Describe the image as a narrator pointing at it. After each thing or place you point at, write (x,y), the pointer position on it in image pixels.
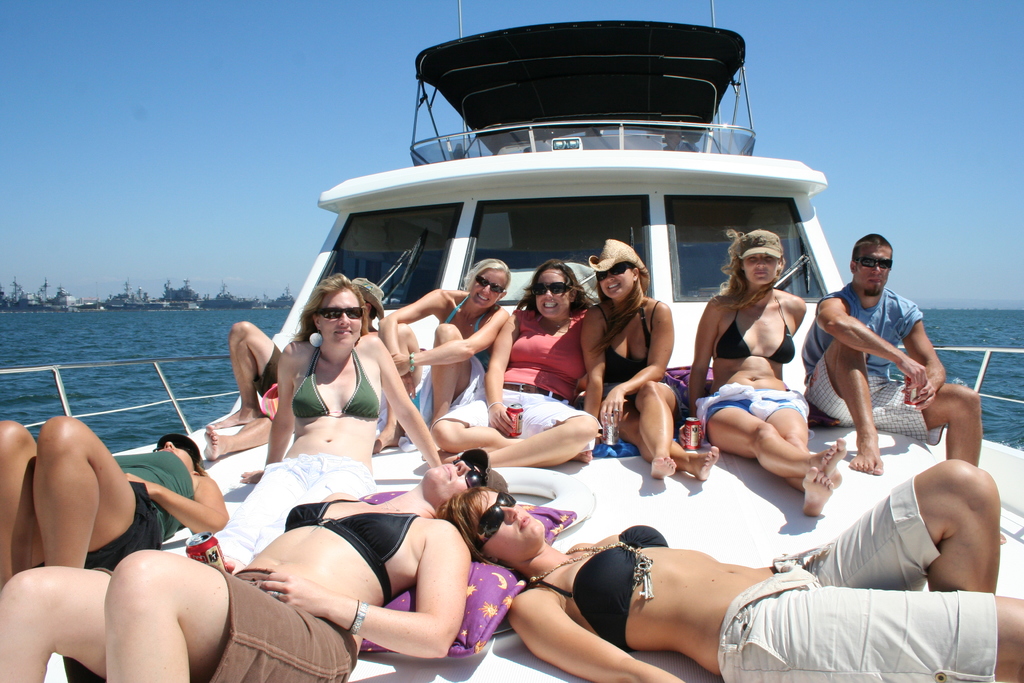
In this picture I can see some women (612,390) were sitting on the boat (628,497) and some women (341,562) are lying. Beside them I can see the pillows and tubes (513,480). On the right (920,346) there is a man (881,311) who is sitting near to the railing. In the background (1002,325) I can see many boats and ocean (958,311). At the top (209,60) I can see the sky (201,64).
